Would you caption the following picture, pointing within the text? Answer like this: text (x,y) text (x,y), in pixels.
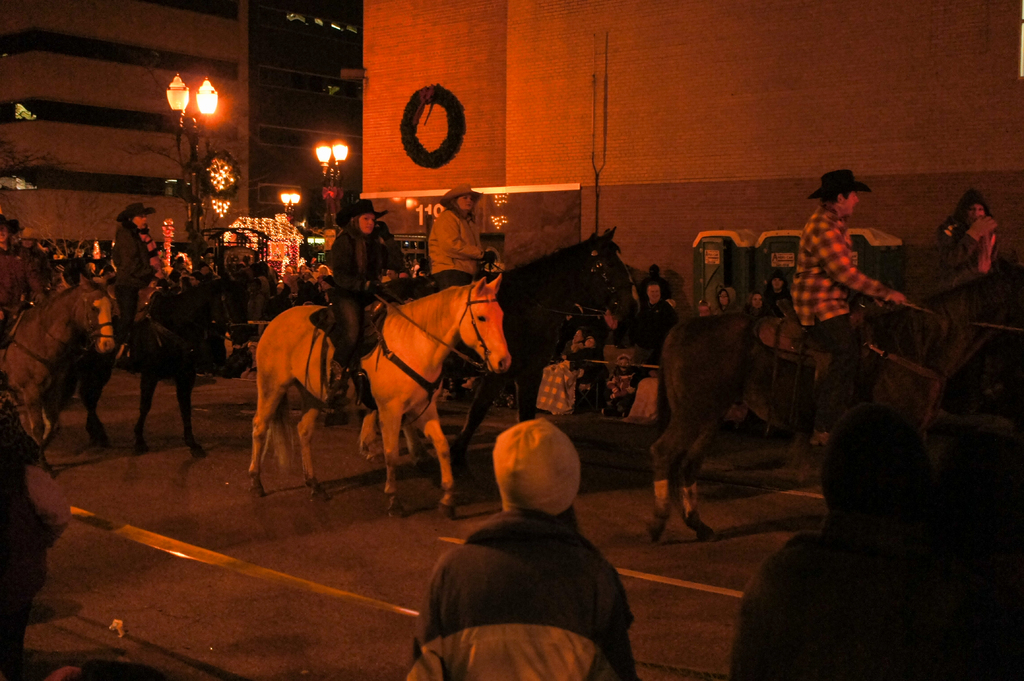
In this image there are group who are riding horses (553,294) in the street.
